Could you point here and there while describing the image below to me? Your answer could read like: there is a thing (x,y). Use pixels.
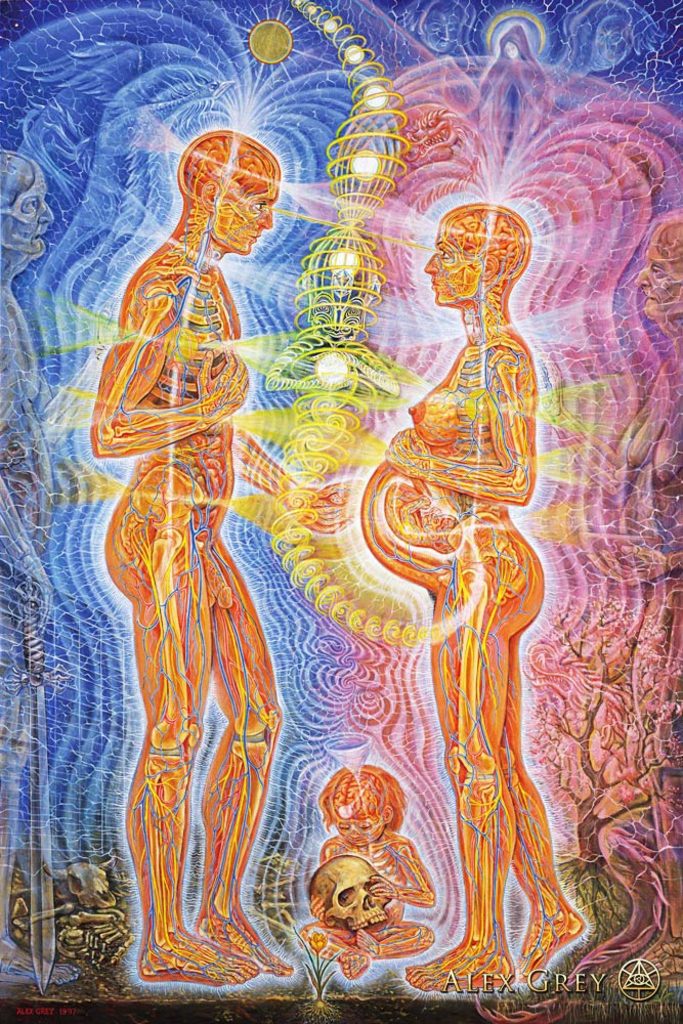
This is a graphical image of a man (192,319) and a woman (488,435).
